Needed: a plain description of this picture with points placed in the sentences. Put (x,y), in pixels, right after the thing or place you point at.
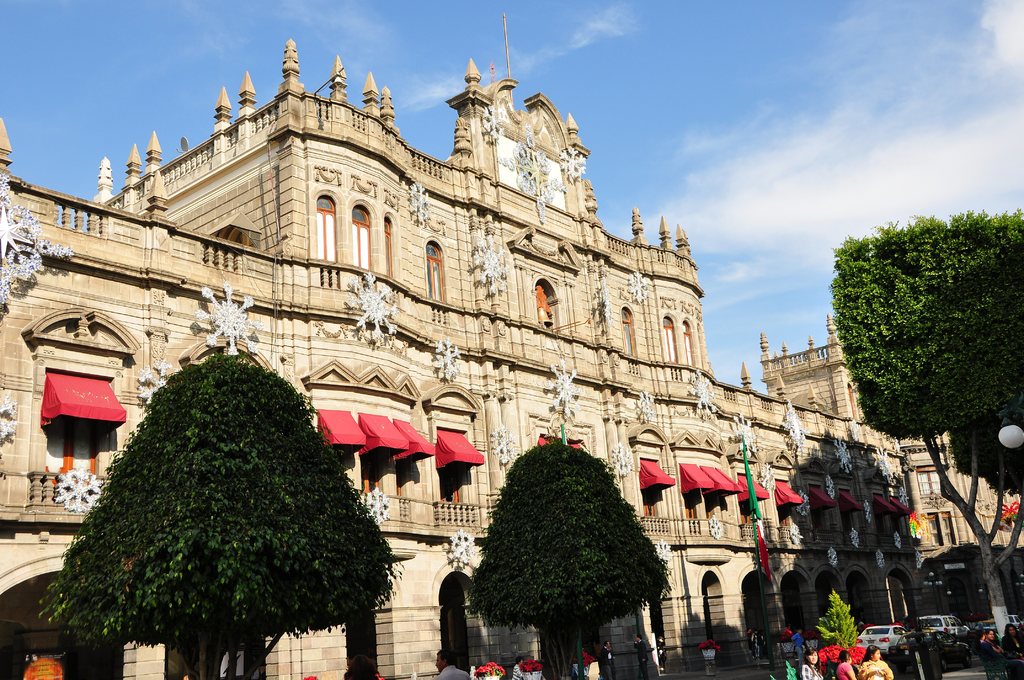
In this image we can see buildings (334,303), flags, persons (872,657) standing on the road (785,659), motor vehicles (945,641), trees (976,430), street lights (1010,429), decors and sky (821,297) with clouds (1005,50).
